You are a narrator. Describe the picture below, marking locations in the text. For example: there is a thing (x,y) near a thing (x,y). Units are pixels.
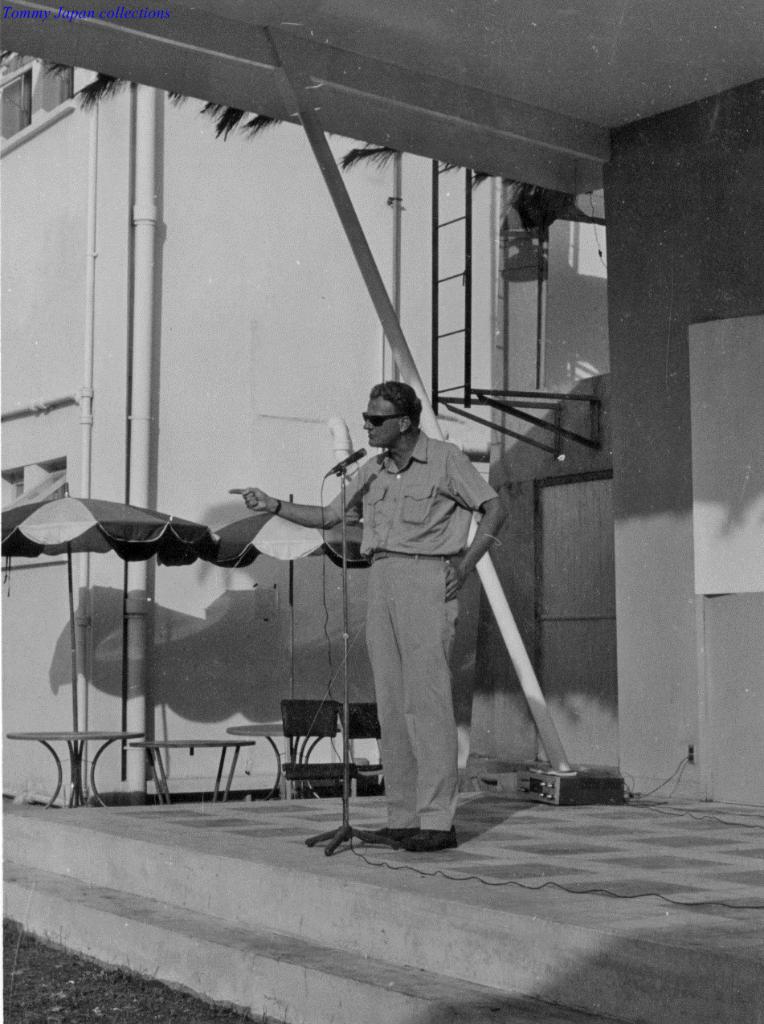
This is a black and white image. In this image, in the middle (400,539), we can see a man (430,555) standing in front of a microphone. In the background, we can see two umbrellas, under the umbrella (71,589), we can see tables (230,745), chairs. In the background (138,289), we can also see a building (212,239), window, ladder (449,195), tree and a door (600,578).
